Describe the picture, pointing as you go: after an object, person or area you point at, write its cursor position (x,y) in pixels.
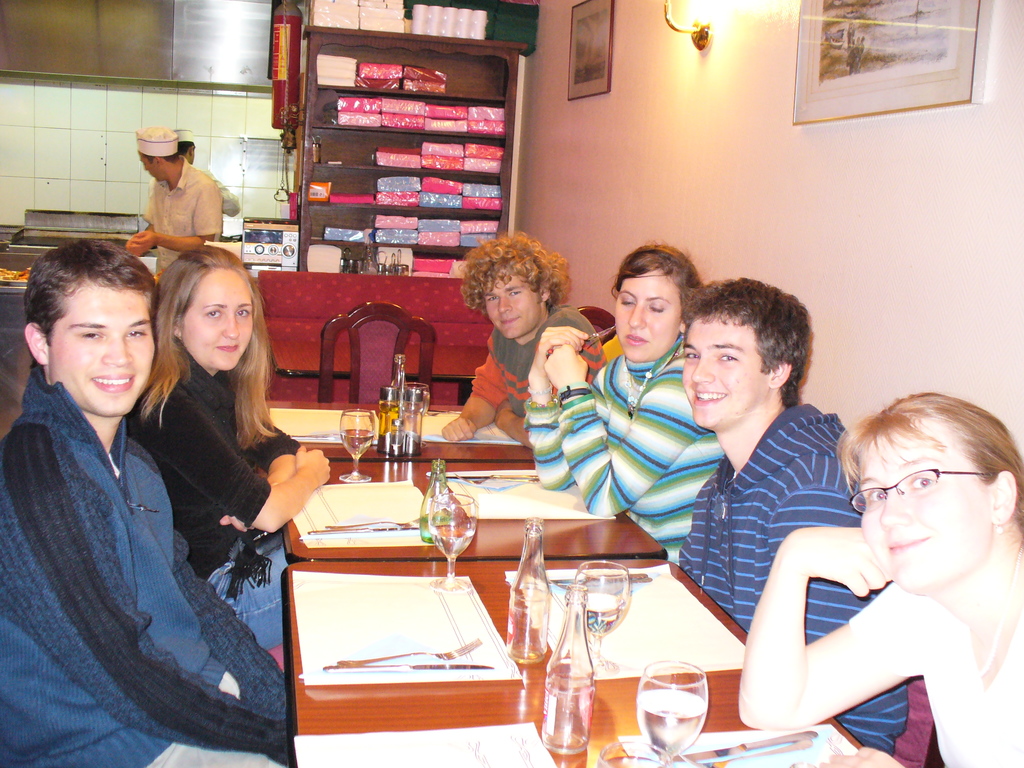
There are so many people (888,427) sitting around the table (590,734) with glasses (645,699) and bottles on it. Behind that there is a shelf (352,158) with so many cloth packs (429,146).
